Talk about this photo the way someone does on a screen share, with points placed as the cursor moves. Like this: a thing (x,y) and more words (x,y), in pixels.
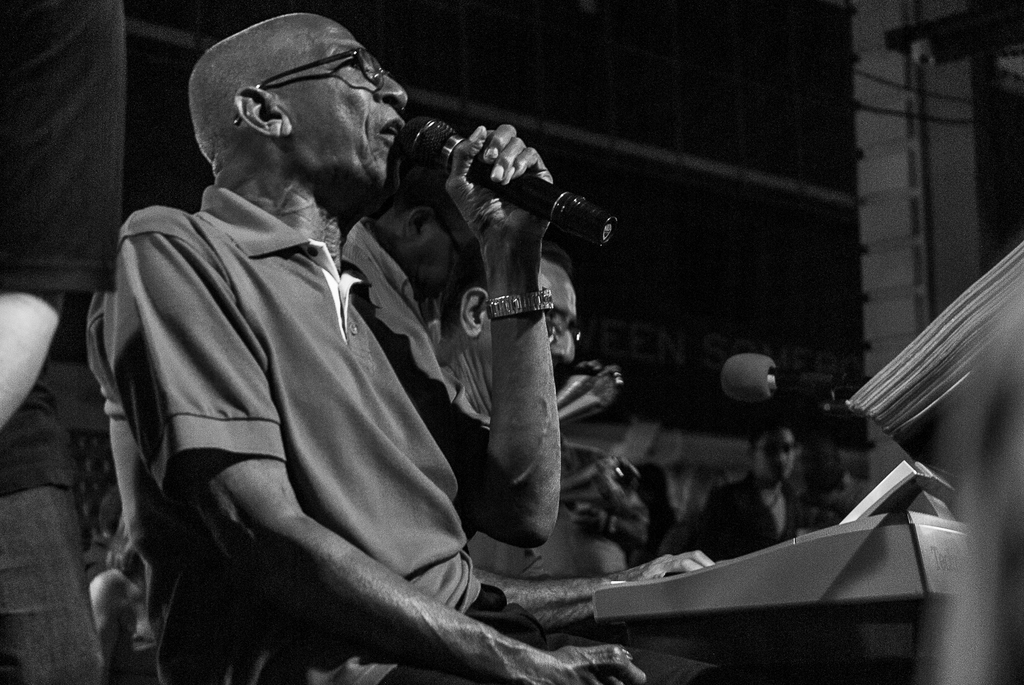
This is a black and white picture. Here we can see a man (272,680) who is talking on the mike (433,126). And he has spectacles (377,73).
